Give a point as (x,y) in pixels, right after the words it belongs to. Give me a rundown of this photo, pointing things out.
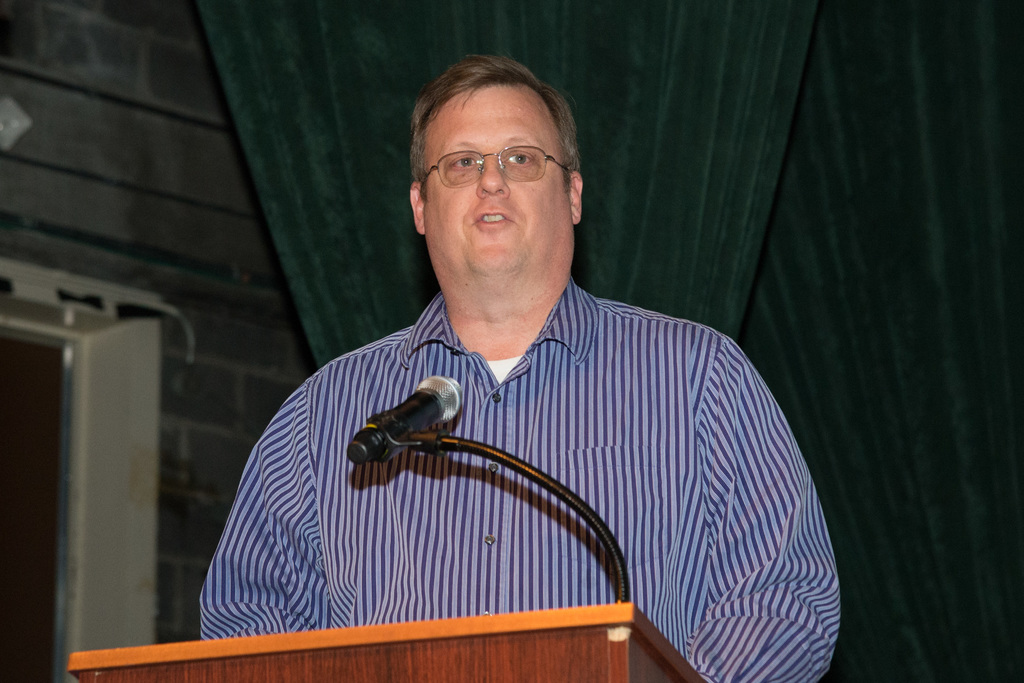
In this image we can see a man (518,484) standing near the podium (508,639) with a mic (417,413) and in the background (404,268) there is a curtain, a wall (207,270) and a white color object (104,409).
